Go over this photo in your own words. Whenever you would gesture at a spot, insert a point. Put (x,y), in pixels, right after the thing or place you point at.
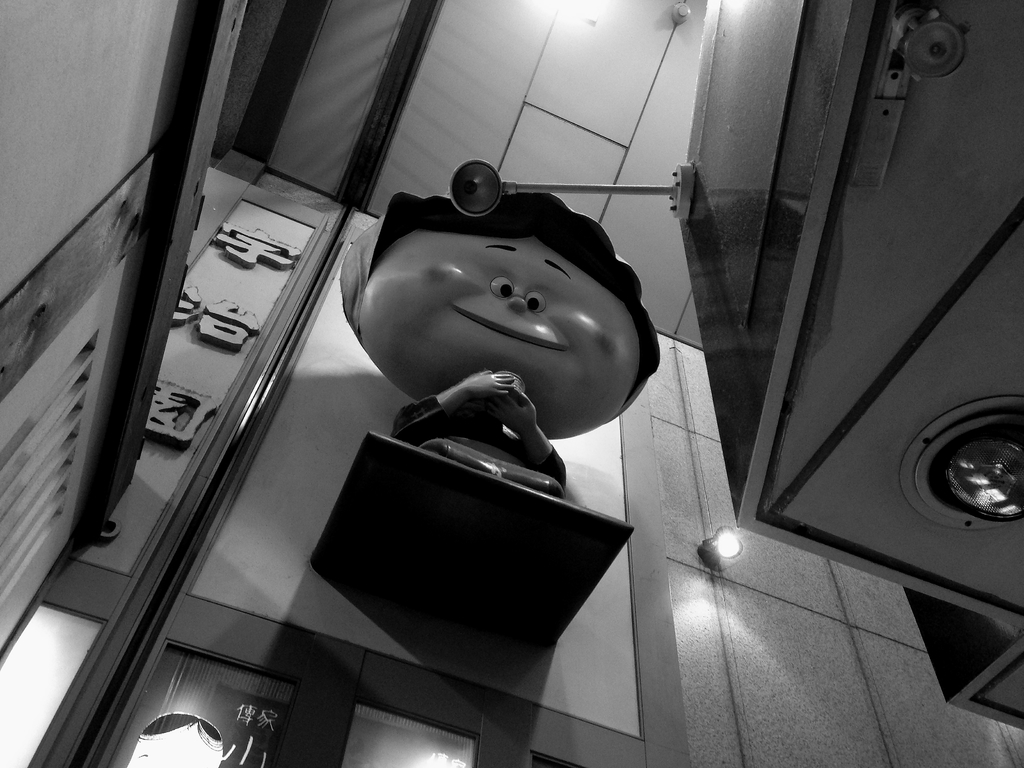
In this picture, we can see the wall (701,372) with some objects (580,411) attached to it like a toy (401,202) on a holder (374,558), light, we can see some text (177,394) on the wall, door (213,670), and we can see the roof (549,95) with lights (574,11) and with some objects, we can see some object (952,37) in the top right corner of the picture (898,30).
